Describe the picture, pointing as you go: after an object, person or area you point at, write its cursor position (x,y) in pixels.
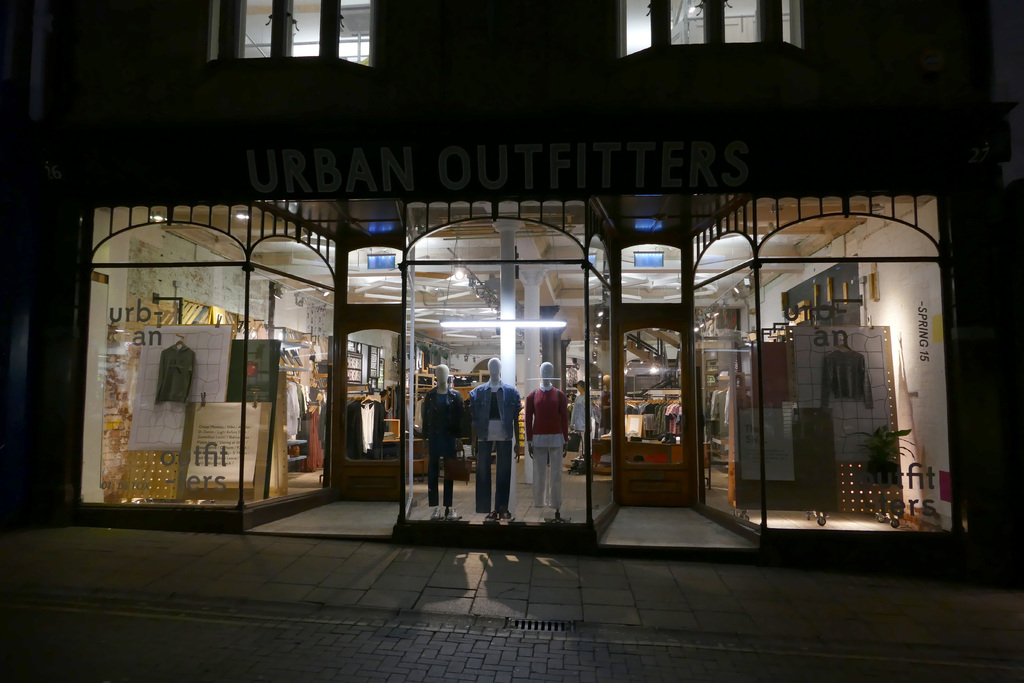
As we can see in the image there is a building (457,222), windows (466,318), door (617,468), statues (549,410), banners (222,442) and stairs (631,347).
